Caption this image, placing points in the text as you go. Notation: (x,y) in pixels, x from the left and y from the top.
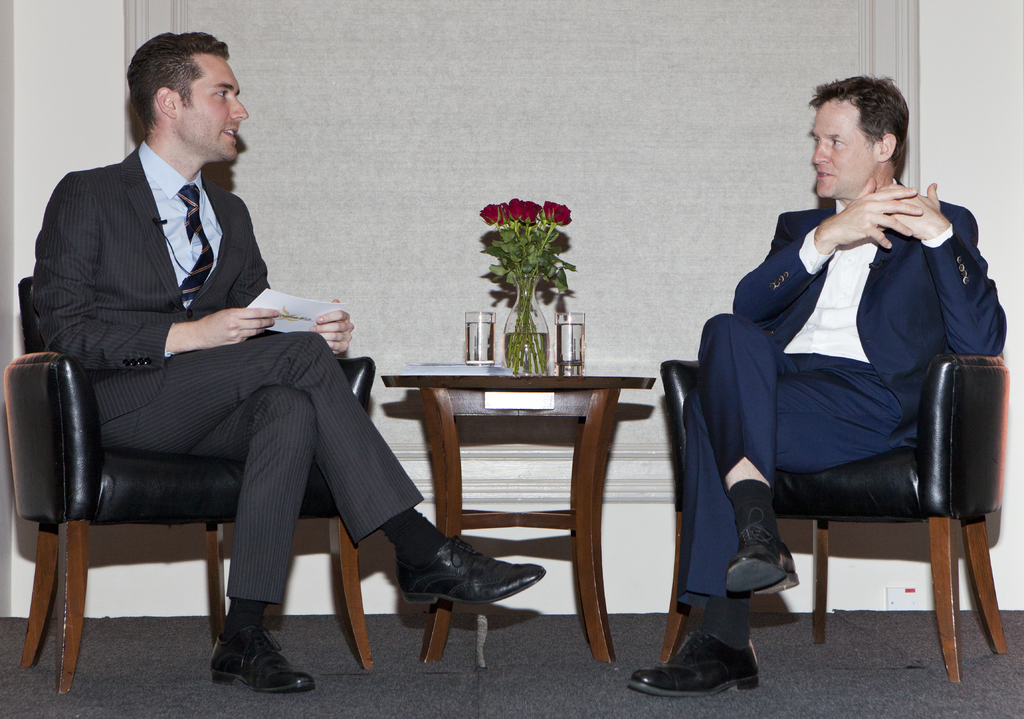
In this image I can see two people (327,360) are sitting on the chairs (824,491) and wearing the blazer (782,338). In front of them there is a table (581,395). On the table (617,390) there is a flower vase (508,339) and glasses (564,339). In the background (501,93) there is a wall (543,82).
